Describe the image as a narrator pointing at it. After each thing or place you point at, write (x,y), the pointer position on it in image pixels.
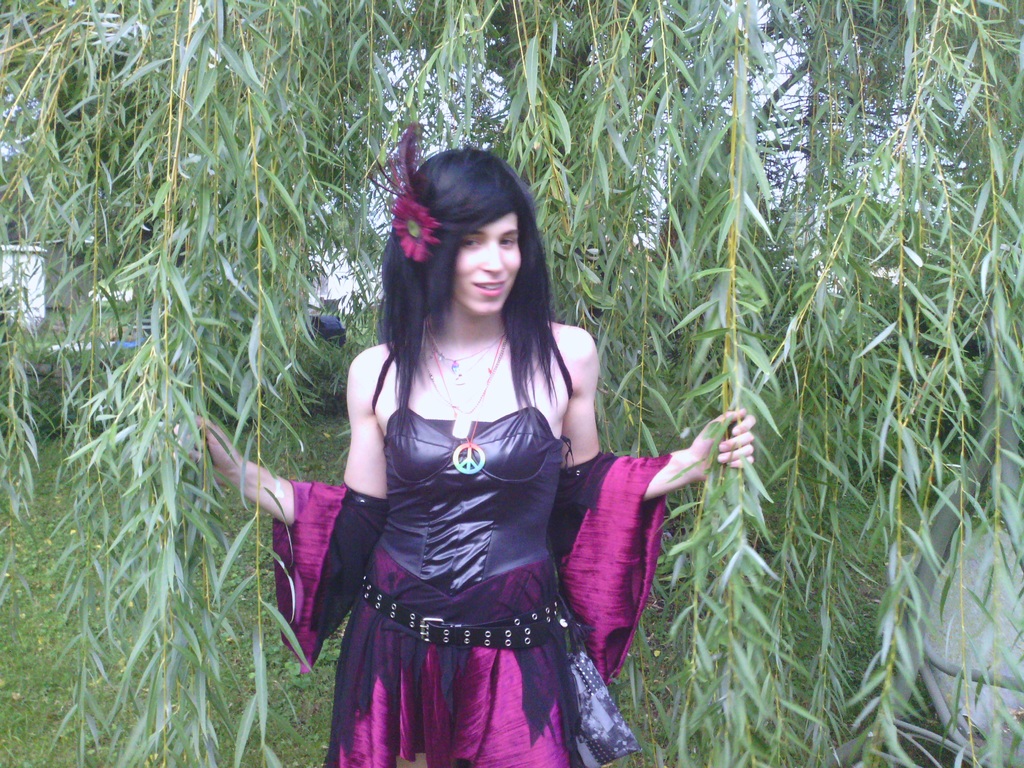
There is a lady (415,441) holding branches (763,574) of a tree (763,531). On the ground (299,721) there is grass (317,717).
